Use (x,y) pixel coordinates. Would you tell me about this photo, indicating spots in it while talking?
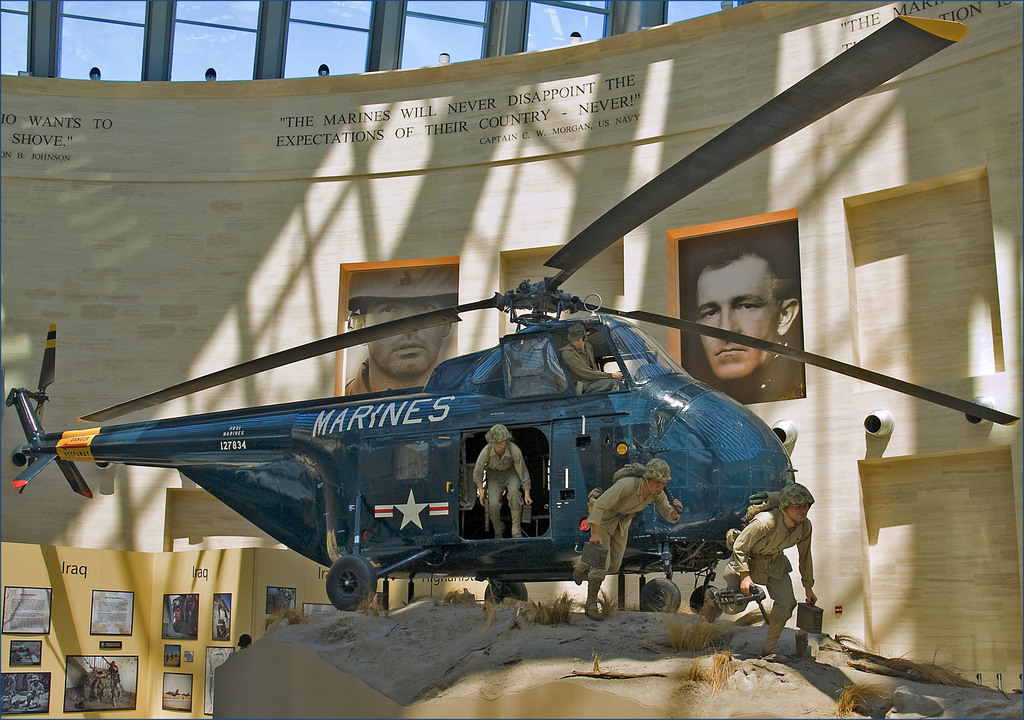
In this image, we can see a helicopter (563,523) on the surface (430,674). Here we can see few plants (692,620), people (779,615). Background (358,310) we can see a wall (338,224), photos (130,704), photo frames (342,302), and some text (34,620). Top of the image (358,50), we can see glass objects (568,27).
